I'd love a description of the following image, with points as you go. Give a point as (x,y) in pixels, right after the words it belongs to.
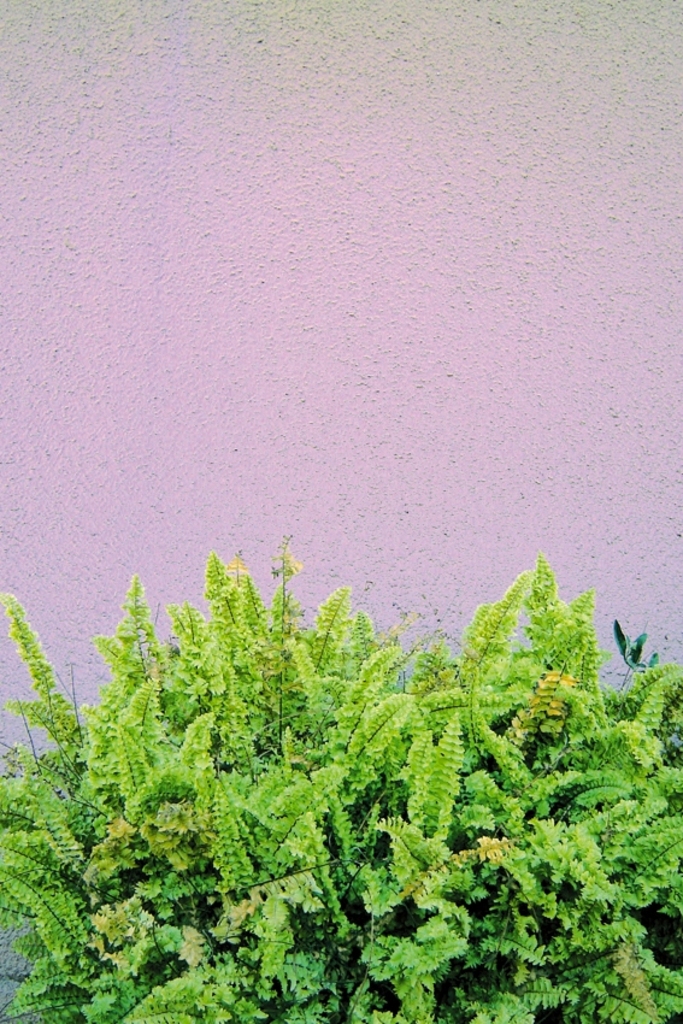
This image consists of green plants (334,719). In the background (368,412), we can see a wall (351,374).
